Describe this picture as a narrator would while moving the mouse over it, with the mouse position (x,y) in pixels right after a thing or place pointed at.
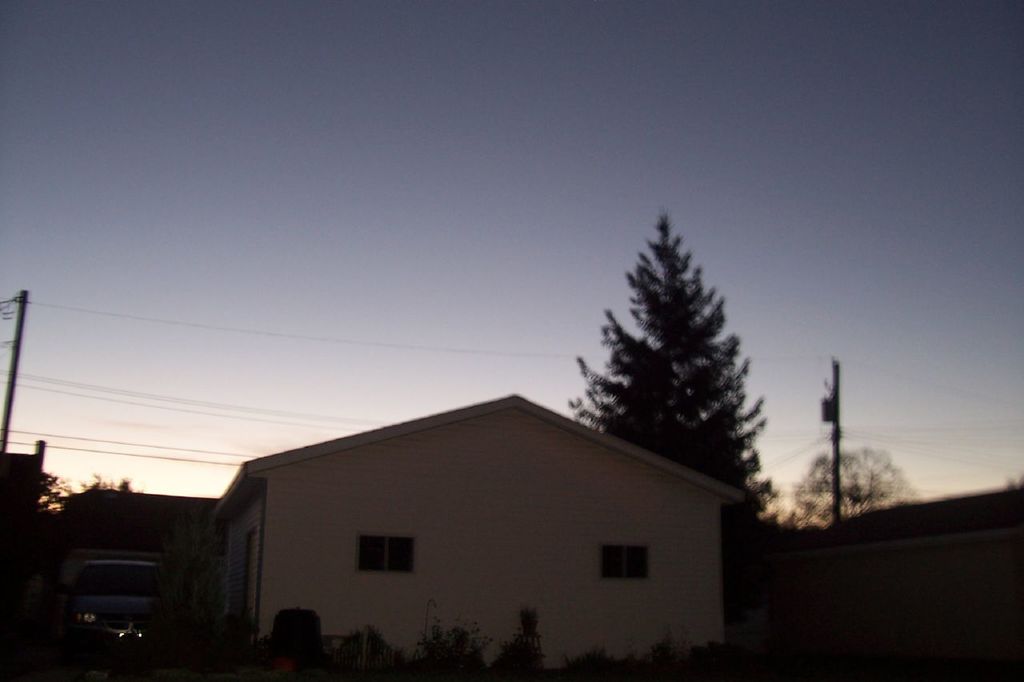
In the image there is a building (277,554) in the front (447,522) with a car (105,595) left side of it, behind it there are trees (677,416) and electric poles (1,436) and above its sky (257,131).
